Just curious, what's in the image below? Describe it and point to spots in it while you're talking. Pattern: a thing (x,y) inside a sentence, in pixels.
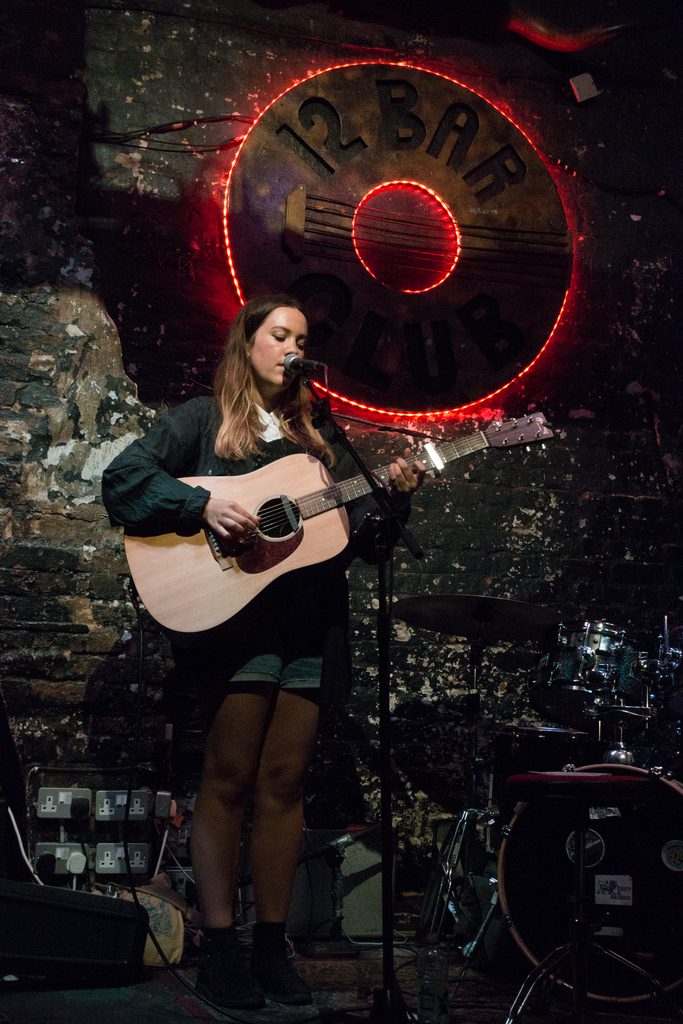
In this image i can see a woman (318,600) holding guitar (316,560) and singing in front of a micro phone (298,367) at the back ground (322,202) i can see a board (333,135) and a wall (140,110), and few musical instruments (540,728).
